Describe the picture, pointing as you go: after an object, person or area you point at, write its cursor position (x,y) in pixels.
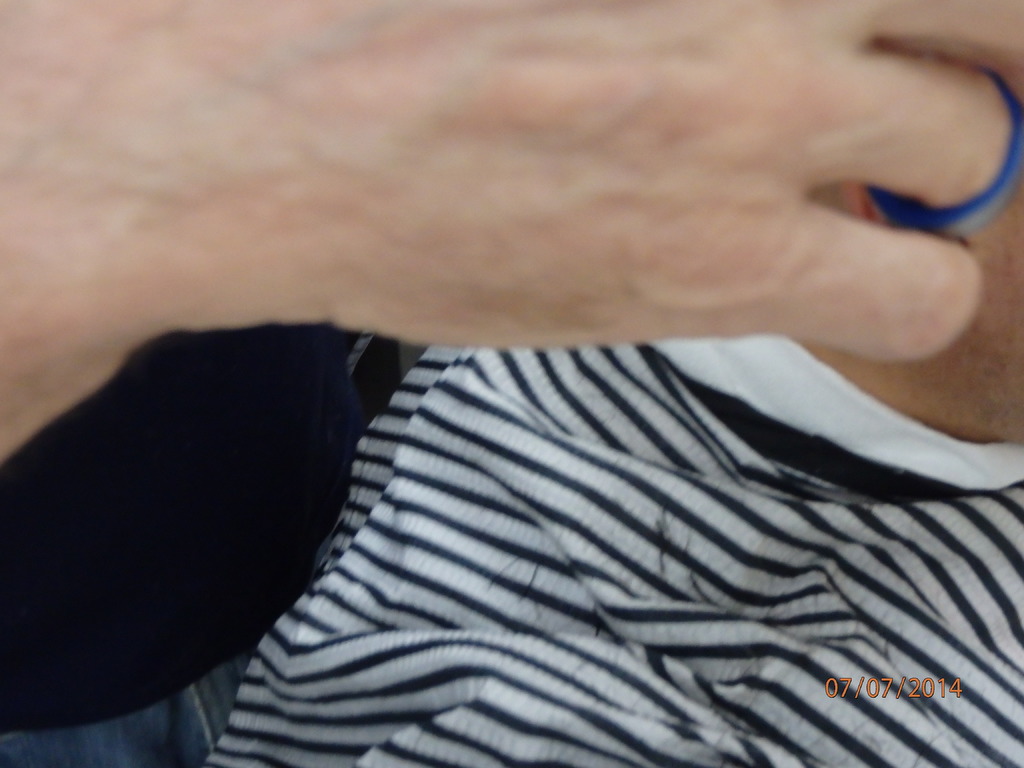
In this image, we can see a cloth (381,534). There is a person hand (540,183) at the top of the image (523,88). There is a date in the bottom right of the image (942,687).
